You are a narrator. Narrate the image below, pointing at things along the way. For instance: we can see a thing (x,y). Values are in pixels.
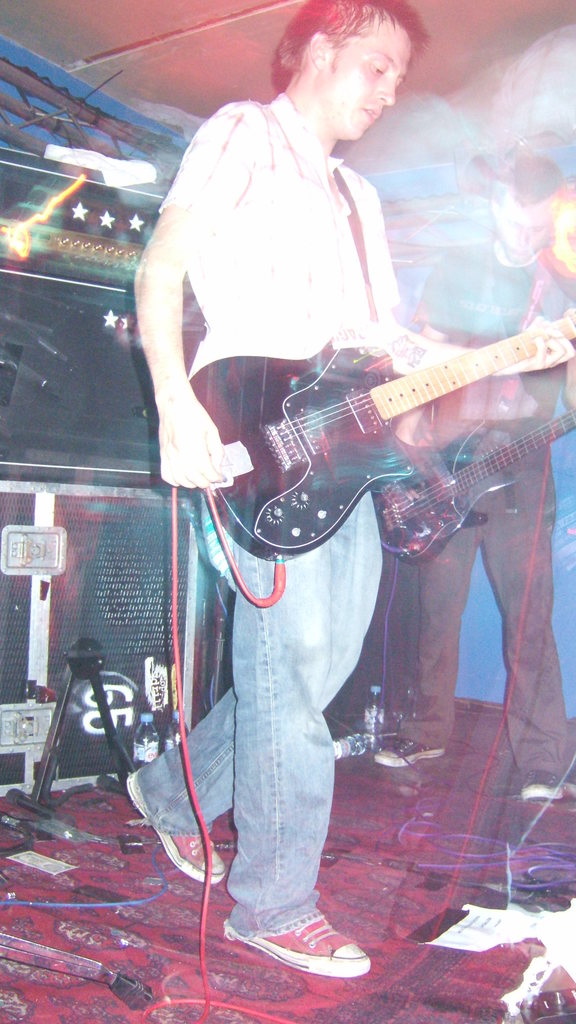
One person (260,757) is wearing a guitar (299,521) and wearing shoes (319,944) behind him two water bottles (156,736) are there, other person (461,596) is also there he is wearing a guitar (446,510) too. They are playing them, under them so many wires (460,858) are there.
